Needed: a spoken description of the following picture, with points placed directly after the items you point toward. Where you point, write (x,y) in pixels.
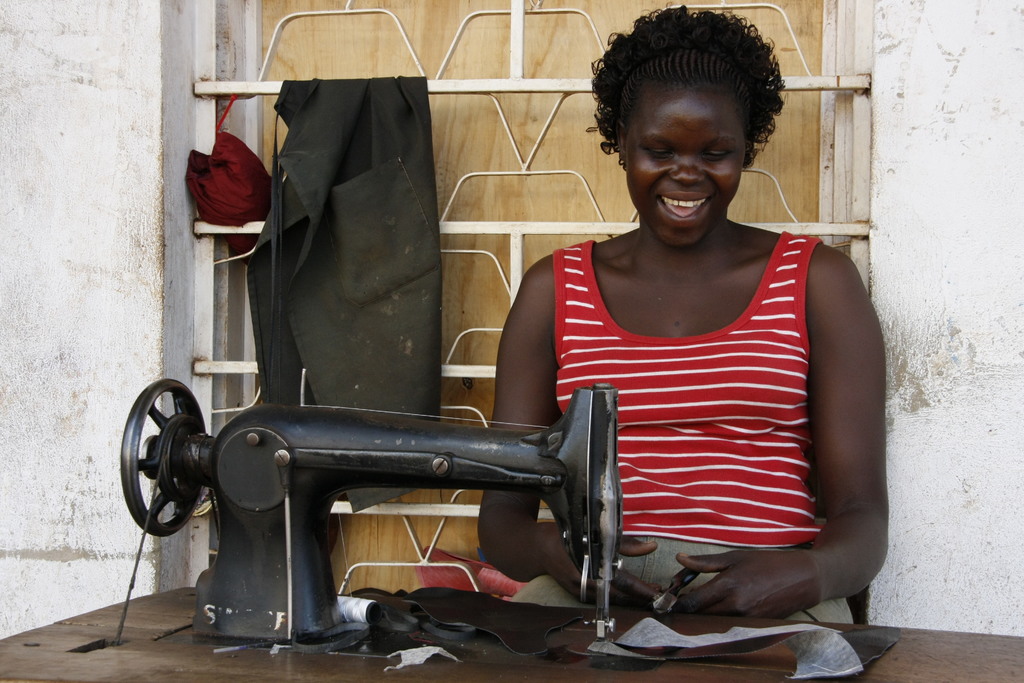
In this picture there is a women (716,431) who is wearing t-shirt (710,517) and sitting on the chair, beside her we can see the cloth machine (250,601). In the back (508,258) we can see the window (459,109), steel pipes (449,90) and some clothes (384,146) are hanging on it.
